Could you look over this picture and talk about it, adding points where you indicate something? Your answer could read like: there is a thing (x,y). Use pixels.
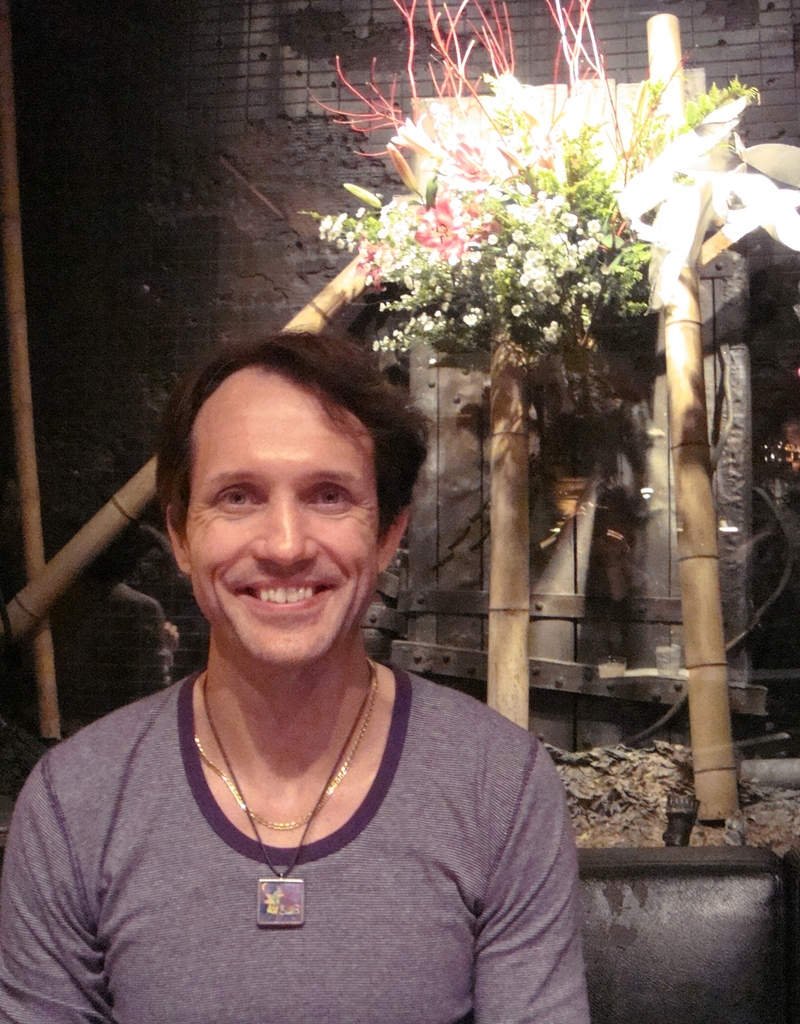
This is a zoomed in picture. In the foreground (448,879) there is a person (103,844) wearing t-shirt (154,839) and smiling. In the background (648,796) we can see the bamboo (705,499), flowers (527,361), wall (687,737) and some other items (580,608).
